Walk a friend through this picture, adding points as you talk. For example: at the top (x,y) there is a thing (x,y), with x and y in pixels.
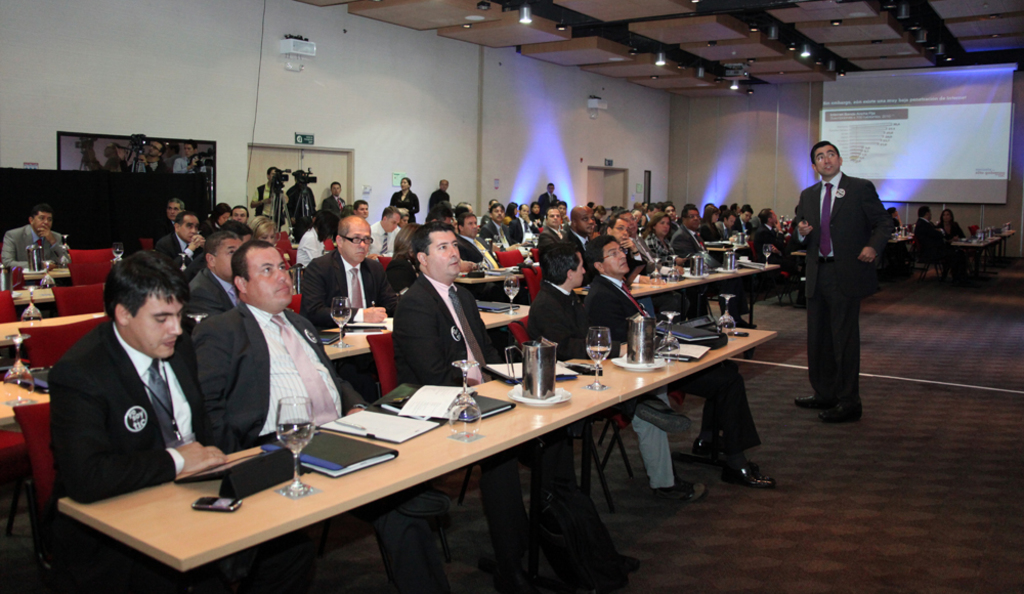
In a room (586,252) there are many people (394,268) sitting. And there is a man (843,245) with black jacket (843,228) and violet tie (832,230) is standing. In front of them there are some tables (320,494). On the table (332,490) there is a glass (307,444), file (333,448), mobile (225,507), papers (398,420) and name board (233,468). In the background (166,162) there are some cameraman (184,165). There is a door (302,158) and to the right top (880,142) there is a screen (924,148).
